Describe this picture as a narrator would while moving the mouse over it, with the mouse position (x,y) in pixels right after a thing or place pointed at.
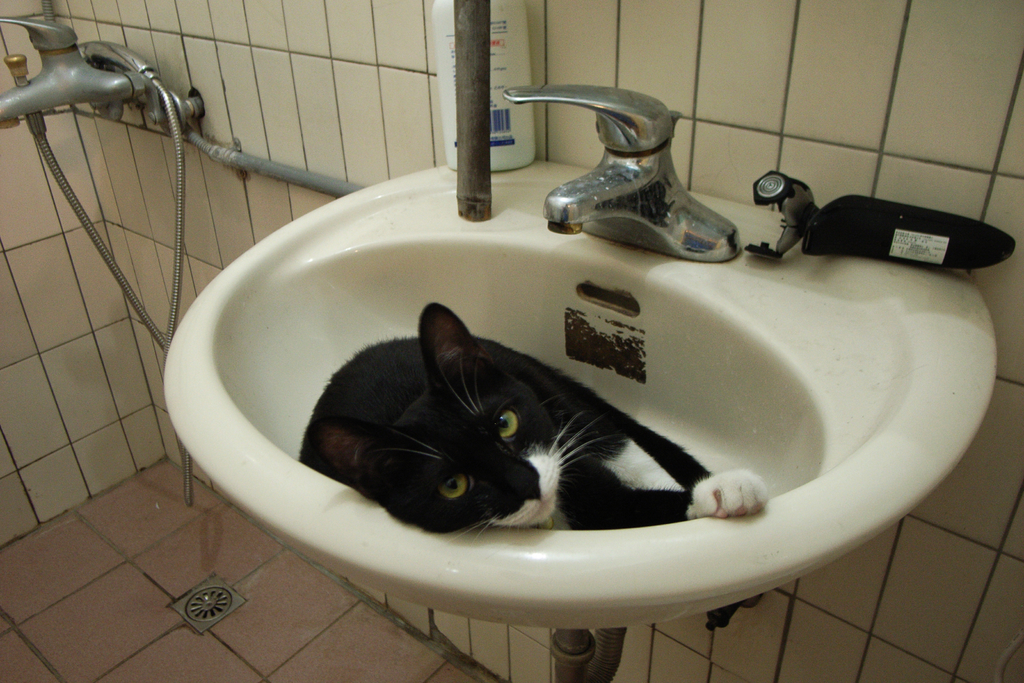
In this image I can see a cat (663,468) in the wash basin (673,346). There are taps (639,153), there is bottle (522,155) and there are some other objects (872,237). There are walls (199,200) and there is floor (139,629) with tiles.
